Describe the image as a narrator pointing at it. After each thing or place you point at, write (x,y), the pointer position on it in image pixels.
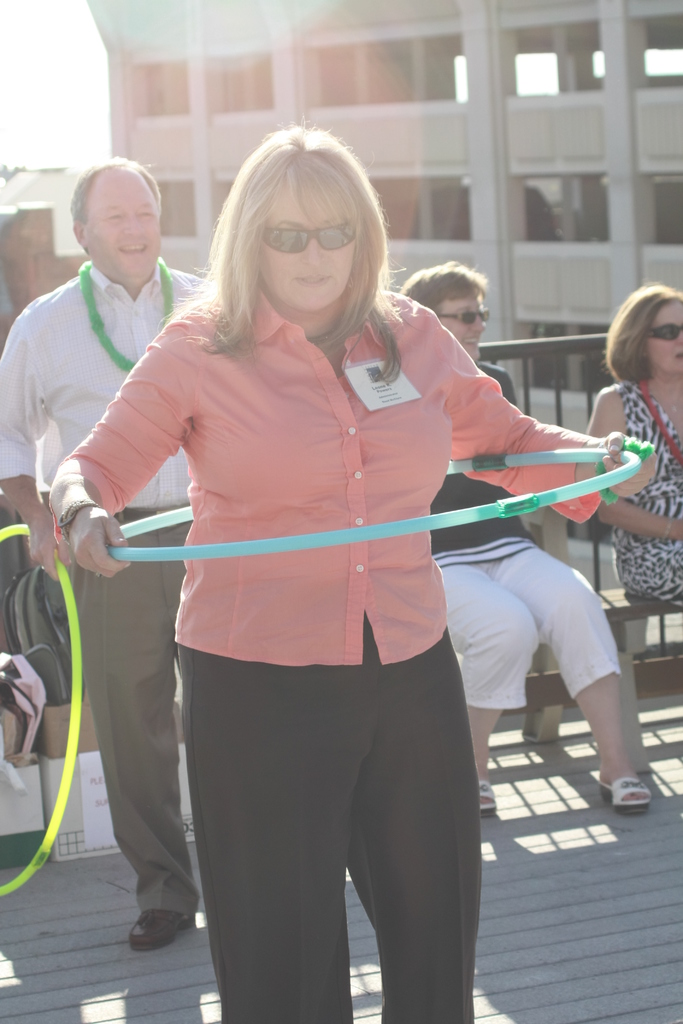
In this image in front (402,656) there are two people (296,638) holding the hula hoops (63,567). Behind them there are a few objects (97,778). On the right side of the image (604,700) there are two people (515,667) sitting on the bench (626,611). There is a metal fence (560,389). In the background of the image (400,73) there are buildings (342,88) and sky (51,67).
